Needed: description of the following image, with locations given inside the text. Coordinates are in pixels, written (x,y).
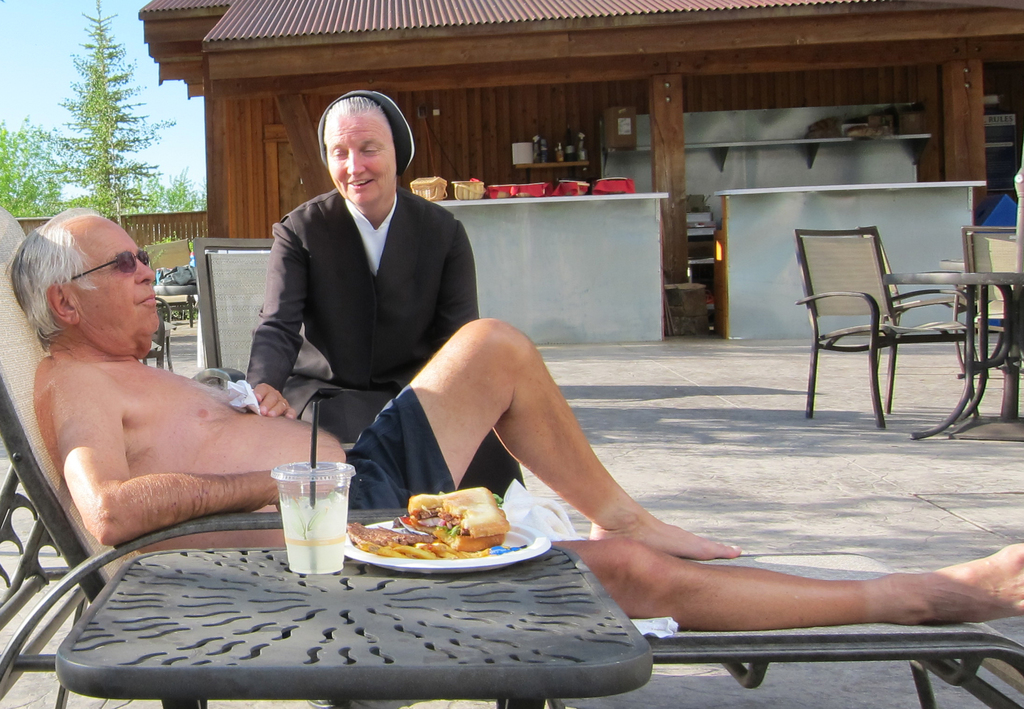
In this image we can see there are persons (372,292) sitting on the chair (240,319). And holding a cloth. And there is a table (436,585), on the table (313,587) there is a plate (455,517) with food items (479,534) and there is a cup (289,548) with a drink (334,534) and straw (316,459) in it. At the back (570,182) there is a table (617,196), on the table (559,212) there are baskets (507,192). And there is a shed (691,119), in that are boxes (881,133) and some objects (881,133). And there are trees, bag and a sky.
